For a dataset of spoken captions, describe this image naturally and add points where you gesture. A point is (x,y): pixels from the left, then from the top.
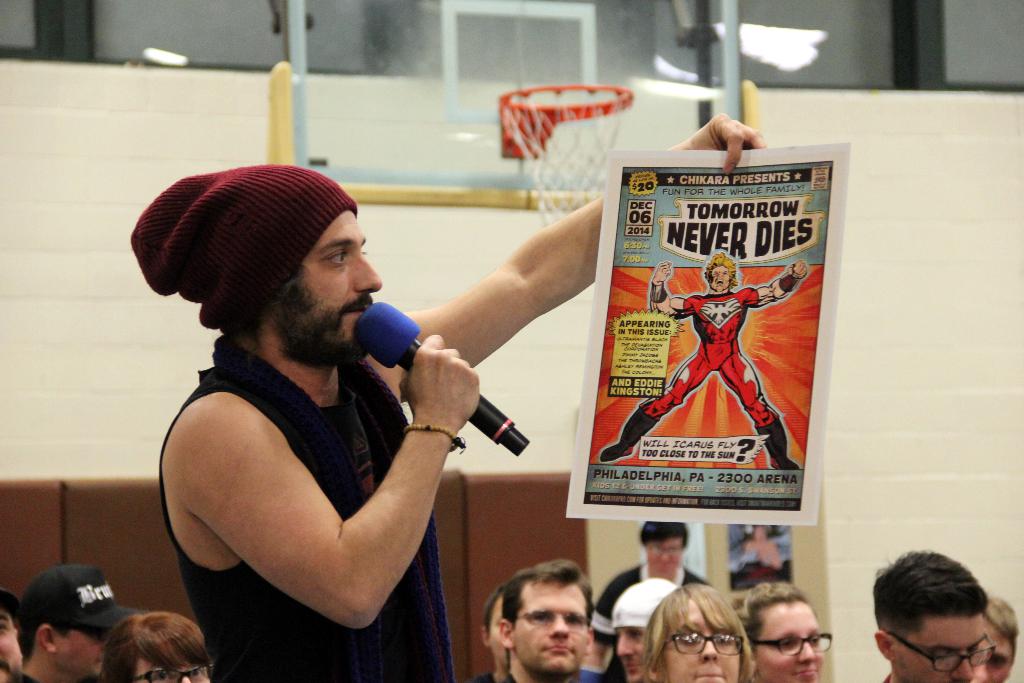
In this image I can see the group of people (439,600). Among them one person (315,352) is holding the mic (407,343) and paper (700,263).
